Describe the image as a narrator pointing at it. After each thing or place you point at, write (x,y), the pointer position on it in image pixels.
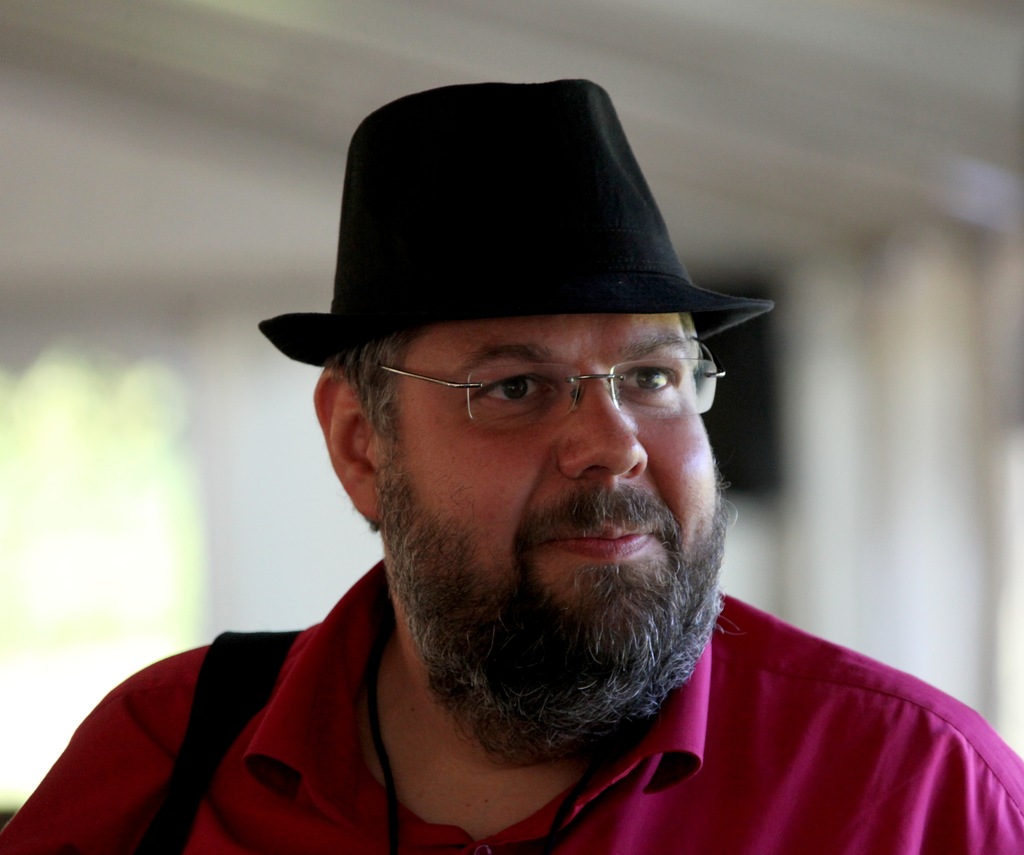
In this image there is a person (560,615) wearing spectacles (633,401) and a cap (521,313). Background (291,26) is blurry.
